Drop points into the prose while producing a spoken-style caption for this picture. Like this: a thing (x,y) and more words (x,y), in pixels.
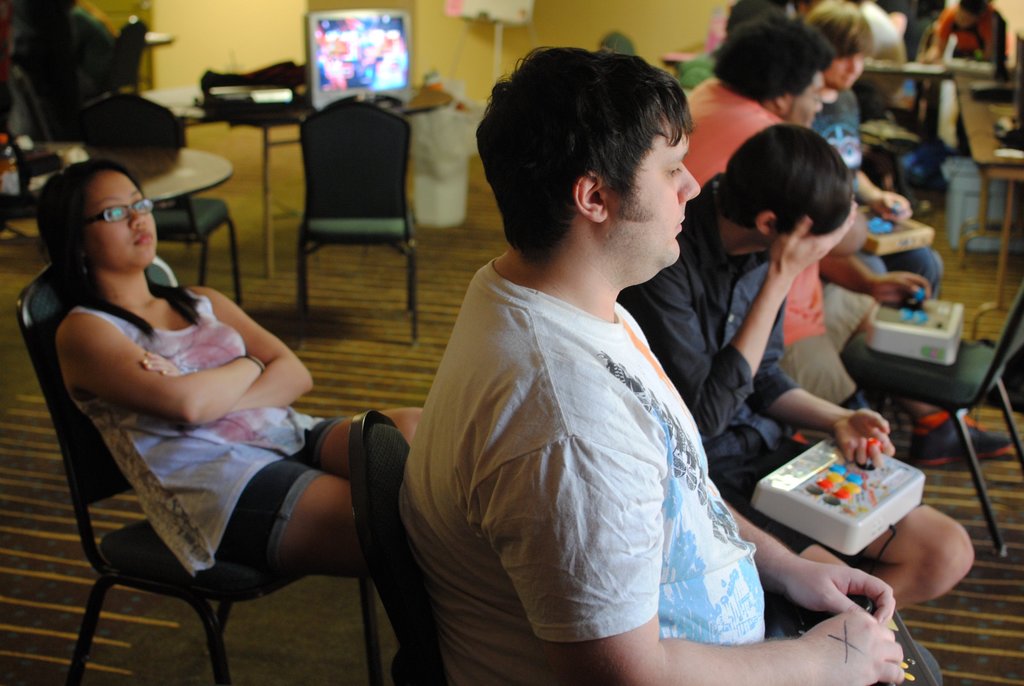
This image is clicked in a room (24,240) where there are so many chairs (918,377) and table (969,129). People (660,257) are sitting on the chair (400,460). There is television (322,80) on the top (391,14). There is a table (52,147) on the left side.
